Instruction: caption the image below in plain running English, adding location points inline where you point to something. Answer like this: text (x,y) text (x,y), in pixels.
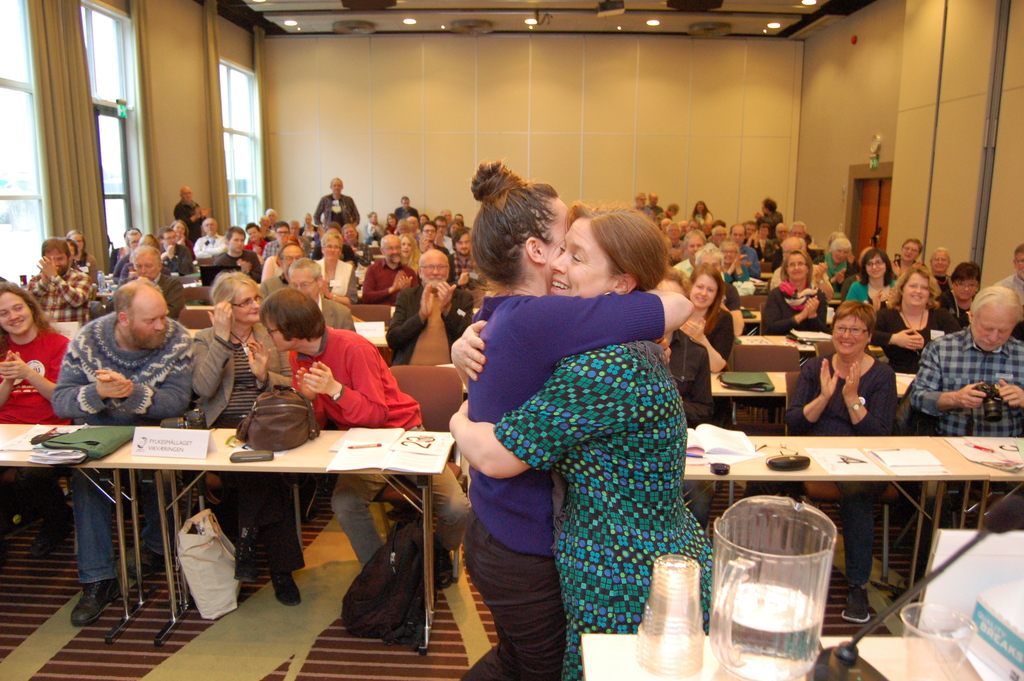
In the picture we can see a group of people (692,377) sitting on the chairs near the tables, and two people (559,317) are standing and hugging and standing near the table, on the table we can find a jug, glass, and a microphone stand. In the background (62,82) we can find a wall (981,124) glass windows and curtain (46,76). To the ceiling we can see a lights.
